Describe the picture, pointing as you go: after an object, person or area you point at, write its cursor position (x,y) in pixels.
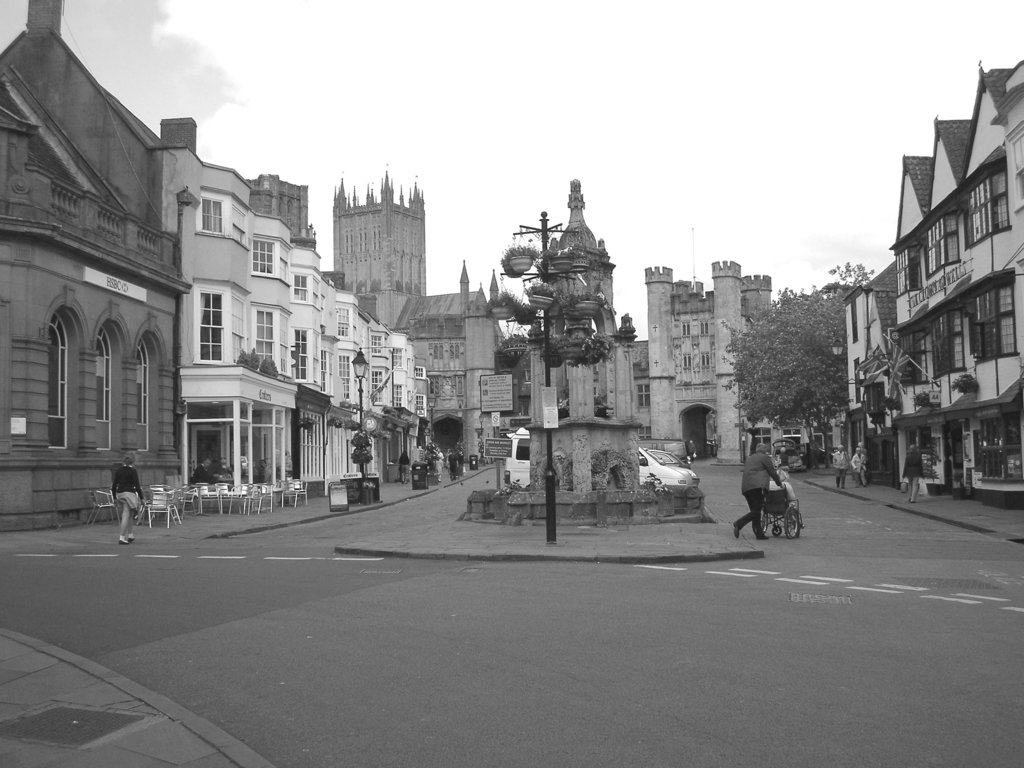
In the image I can see a place (475,424) where we have some buildings (23,272), poles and also I can see some people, chairs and some other things (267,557).
